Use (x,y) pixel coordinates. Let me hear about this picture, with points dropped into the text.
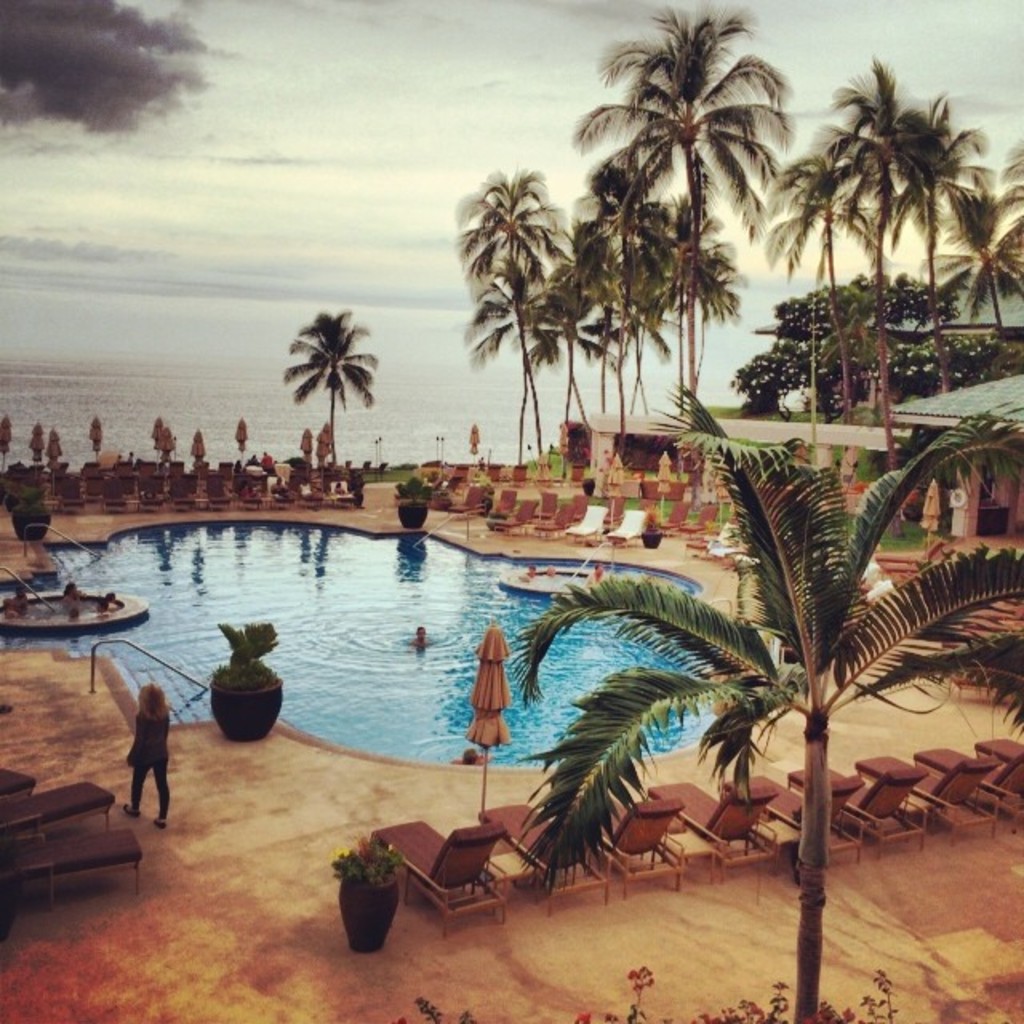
In this image we can see the sea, one house (926,396), one shed (870,426), some people (270,471) are sitting on the chairs (630,519), some folding beach chair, one person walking near the swimming pool (454,687), one swimming pool (364,644), two poles (30,586), some people (109,595) in the swimming pool (402,690), some objects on the ground (65,713), some plants (231,667) with pots (240,704), some umbrellas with poles (929,548), some trees (574,252) and grass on the ground (573,1010). At the top (28,178) there is the cloudy sky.
